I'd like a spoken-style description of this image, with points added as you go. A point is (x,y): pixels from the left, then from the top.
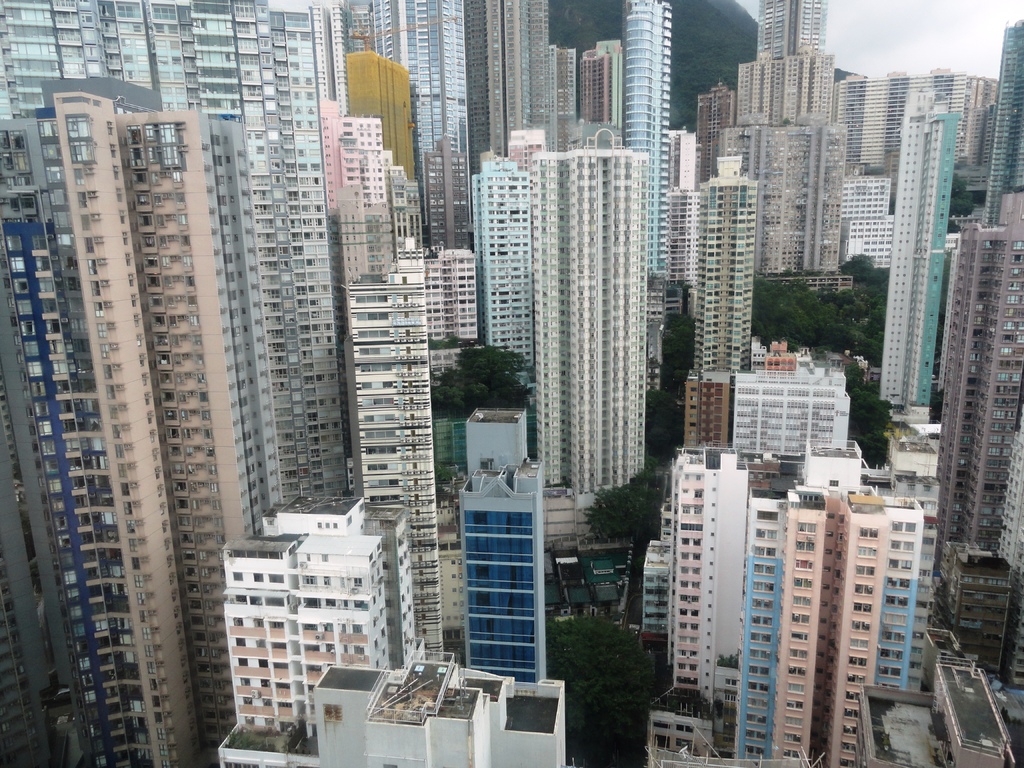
In this image there are buildings (559,345), trees (512,386) and the sky (881,27) is cloudy.
